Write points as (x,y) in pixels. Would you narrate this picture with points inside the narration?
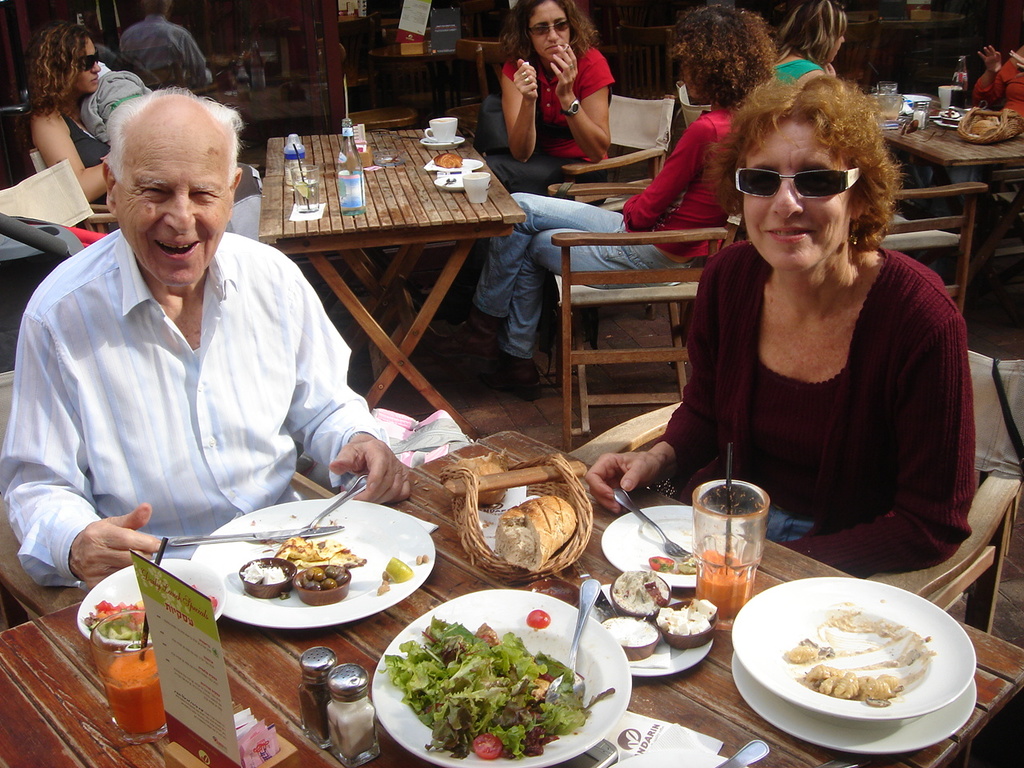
This is a picture taken in the restaurant (434,288). In the foreground of the picture (513,615) there is a table (442,513), on the table (517,455) there are different dishes (351,586), a basket (472,509), glasses (107,673), salt (355,687) and pepper (319,682), spoons (571,646) and knives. In the center of the image (609,457) the couple (807,281) sitting, both are smiling. In the background (517,167) there are tables (409,142), chairs (640,132) and many people (551,106) seated in it, on the table (399,181) there are food items (988,118). In the background (356,39) there is a store (281,34).
